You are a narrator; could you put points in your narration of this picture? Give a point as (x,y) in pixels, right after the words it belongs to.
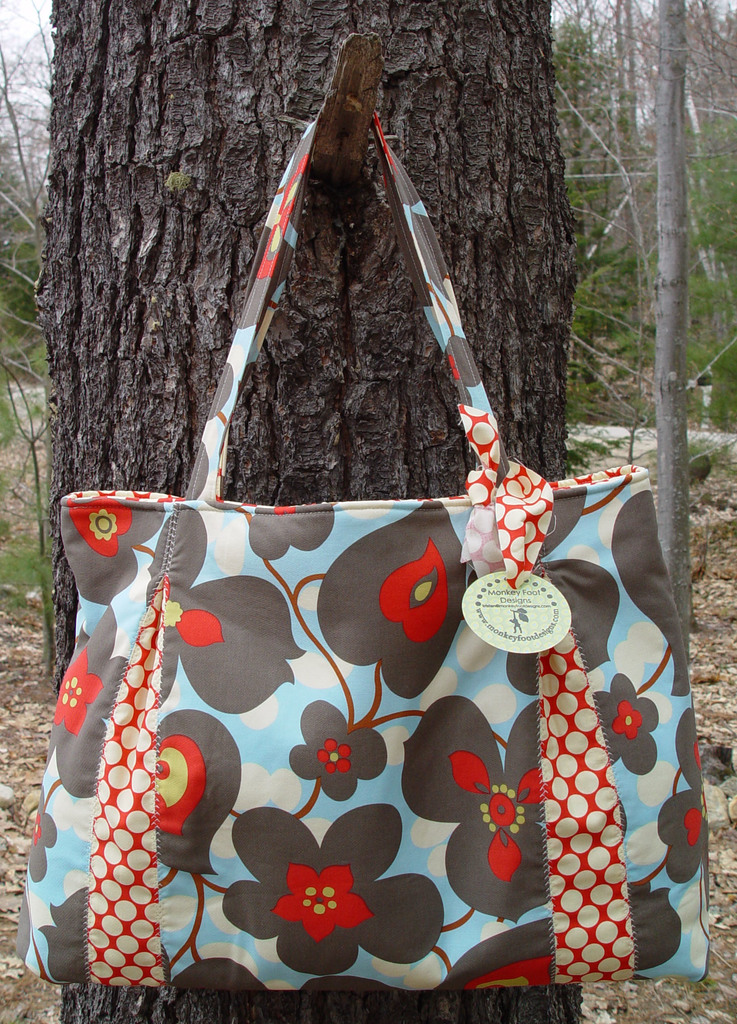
In this picture there is a hand bag (201,451) and kept on a tree (350,392), this is the trunk (337,309) of the tree (517,275) and in the background (688,472) soil (720,632) and some other trees (619,279).
